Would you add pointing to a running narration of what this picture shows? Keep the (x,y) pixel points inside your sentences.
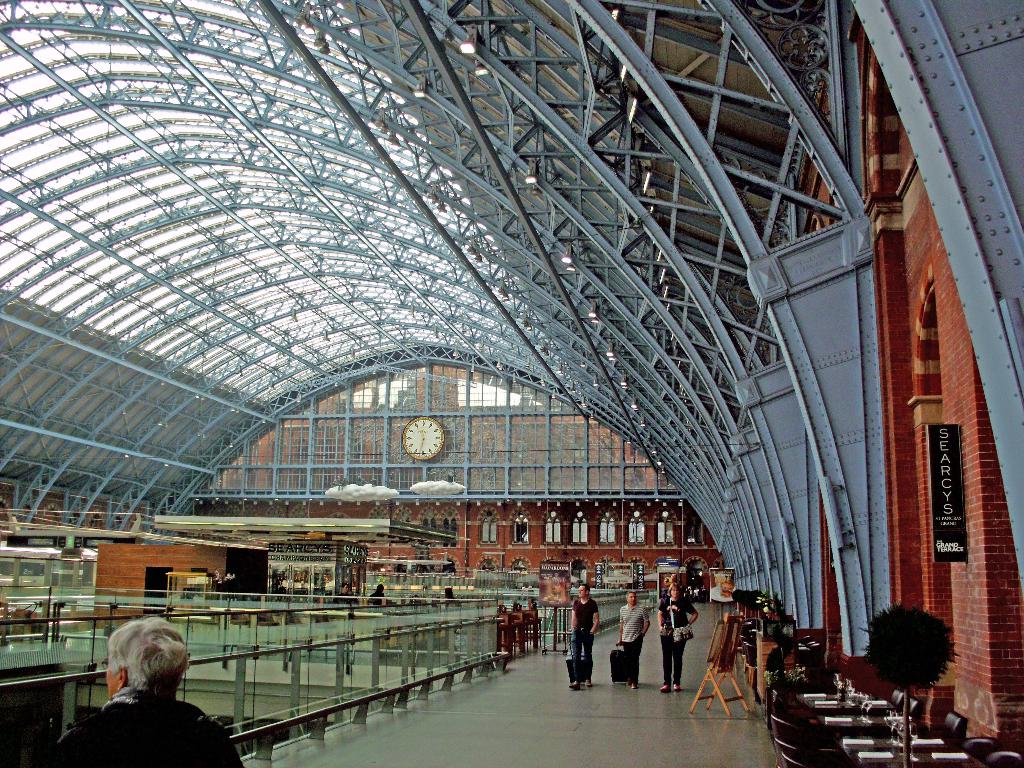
In this image we can see there are few people (172,749) walking on the floor (741,740) under the iron roof (780,252) behind them there are some painting boards (724,638) and also there is a big clock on the building (702,552).
